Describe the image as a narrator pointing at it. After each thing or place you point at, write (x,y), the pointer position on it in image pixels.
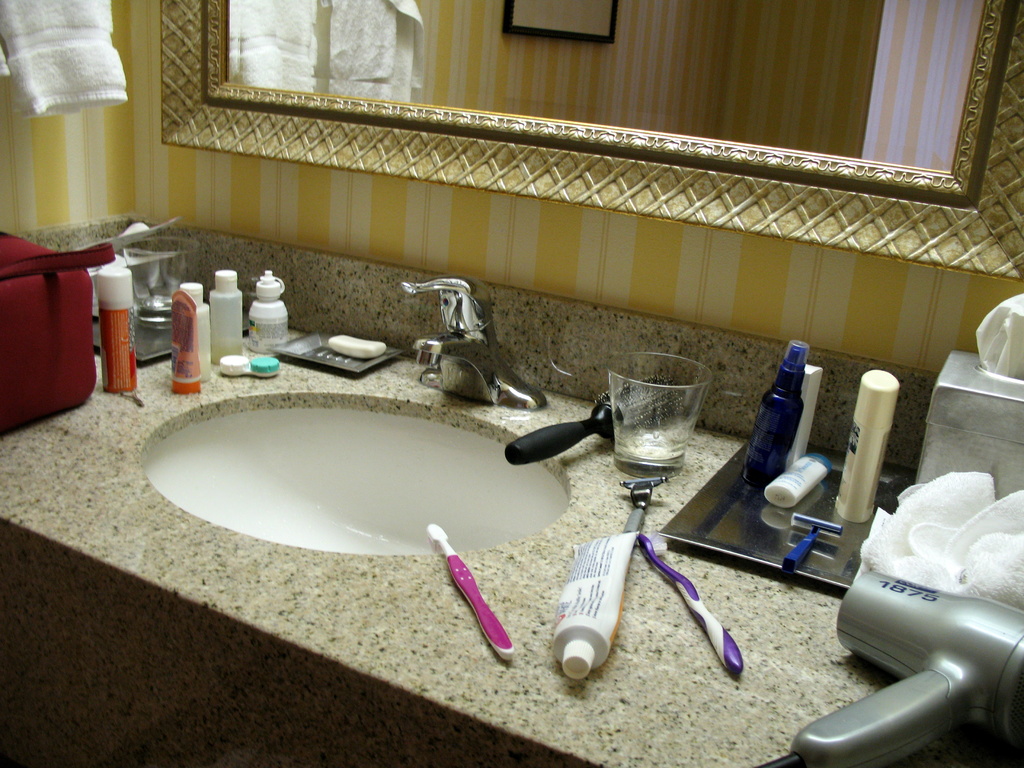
In this image I see a washbasin (392,508), toothbrushes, toothpaste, glass (616,412), comb (612,398) and few things (980,333) over here and a cloth (80,43) and a mirror (301,15).
